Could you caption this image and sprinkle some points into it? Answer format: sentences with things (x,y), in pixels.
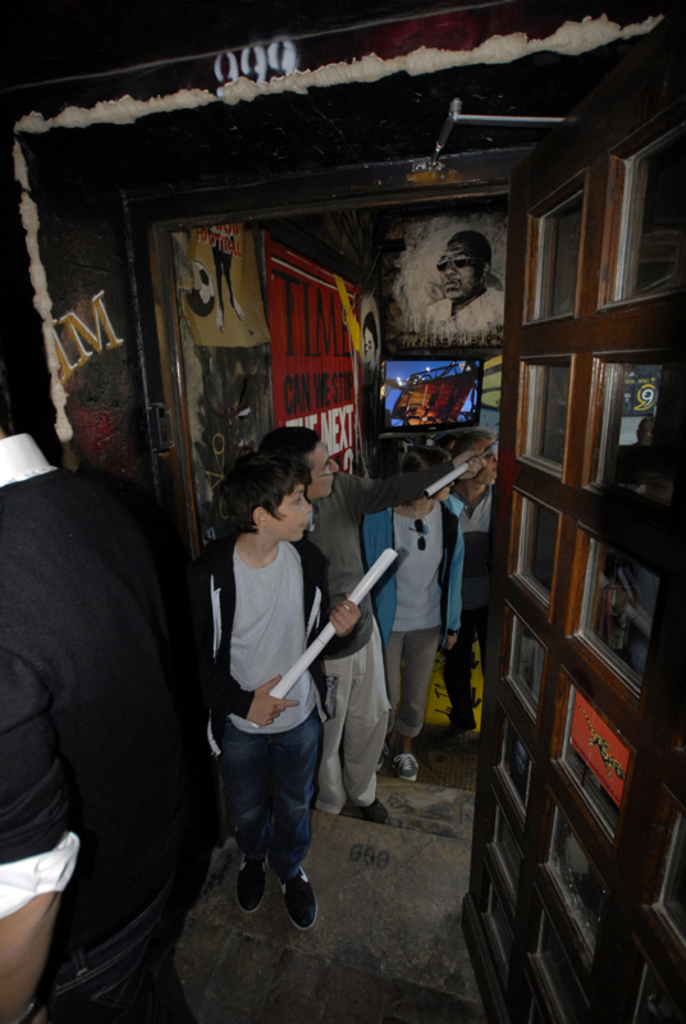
In this picture we can see persons (439,643) and in the background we can see posters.
